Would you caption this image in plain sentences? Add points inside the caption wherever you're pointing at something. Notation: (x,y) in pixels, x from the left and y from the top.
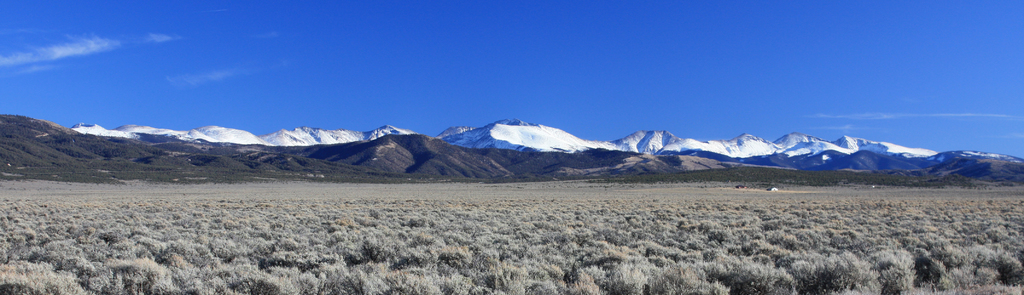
In this image there is dried grass (934,255) and mountains (575,150) which are partially covered with snow (218,131).
